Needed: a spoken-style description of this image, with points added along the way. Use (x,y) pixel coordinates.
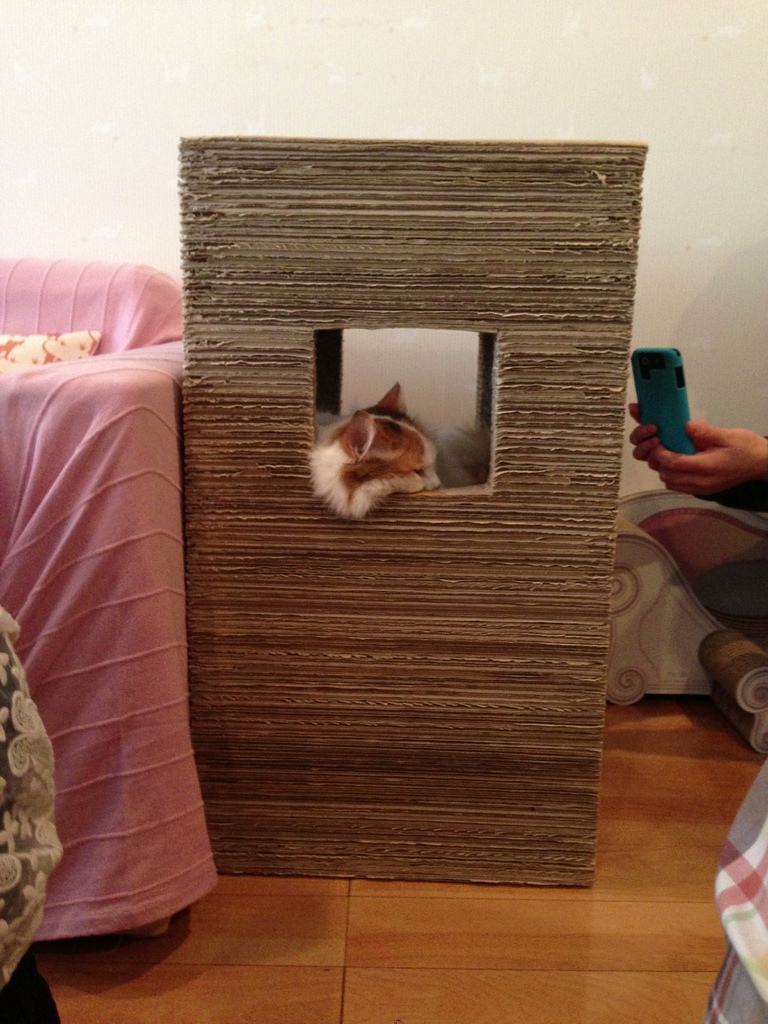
There is a cat (401,432) sitting in a box (552,671). On the left side (176,705), there is a pink color cloth (75,494) on an object (122,651). On the right side (707,479), there is a person (737,438) holding a mobile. In the background (427,46), there is white wall (296,66).
